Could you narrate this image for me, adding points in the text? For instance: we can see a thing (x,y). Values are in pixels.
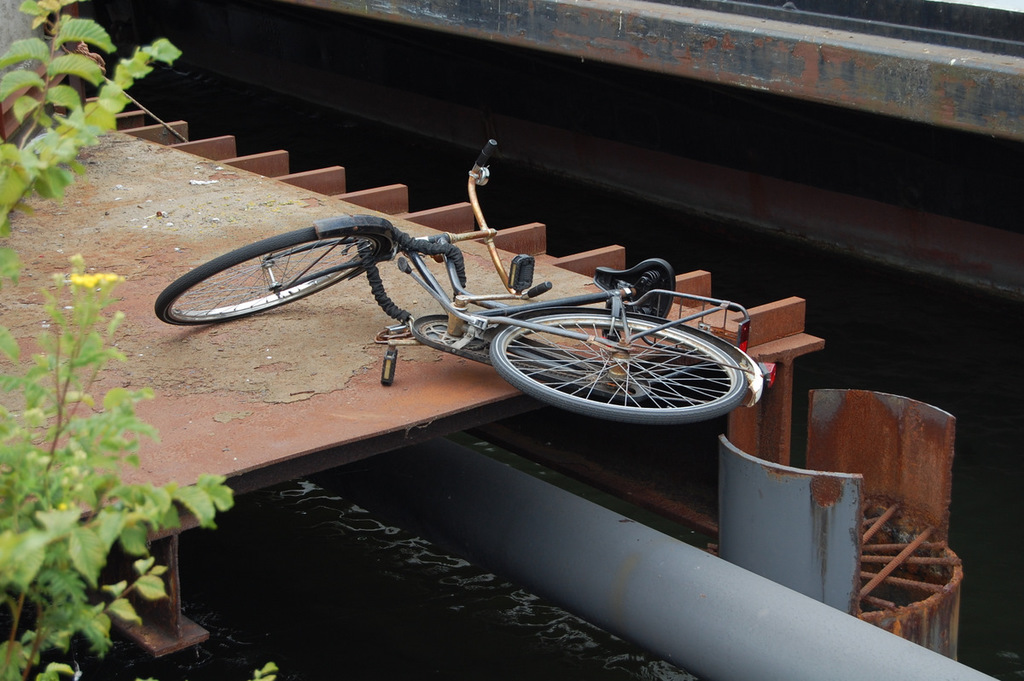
In this image I can see a bicycle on some surface (400,395). I can also see plants (56,381) in green color.
